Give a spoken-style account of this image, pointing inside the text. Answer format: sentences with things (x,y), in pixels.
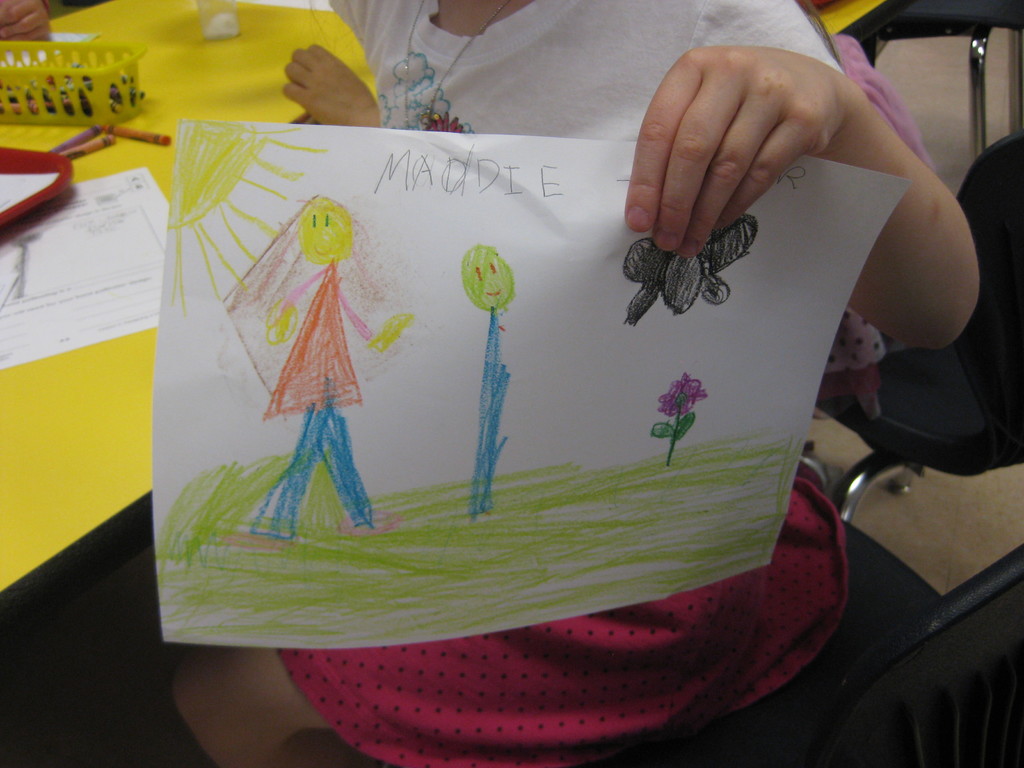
In this image we can see the hand (776,149) of a girl (705,149) holding the paper (455,265). Here we can see the drawing (494,450) in the paper (718,426). Here we can see the table (38,429). Here we can see a paper (59,240), sketches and a plastic basket (120,61) on the table (265,81). Here we can see the chairs (901,594) on the right side (871,580).
